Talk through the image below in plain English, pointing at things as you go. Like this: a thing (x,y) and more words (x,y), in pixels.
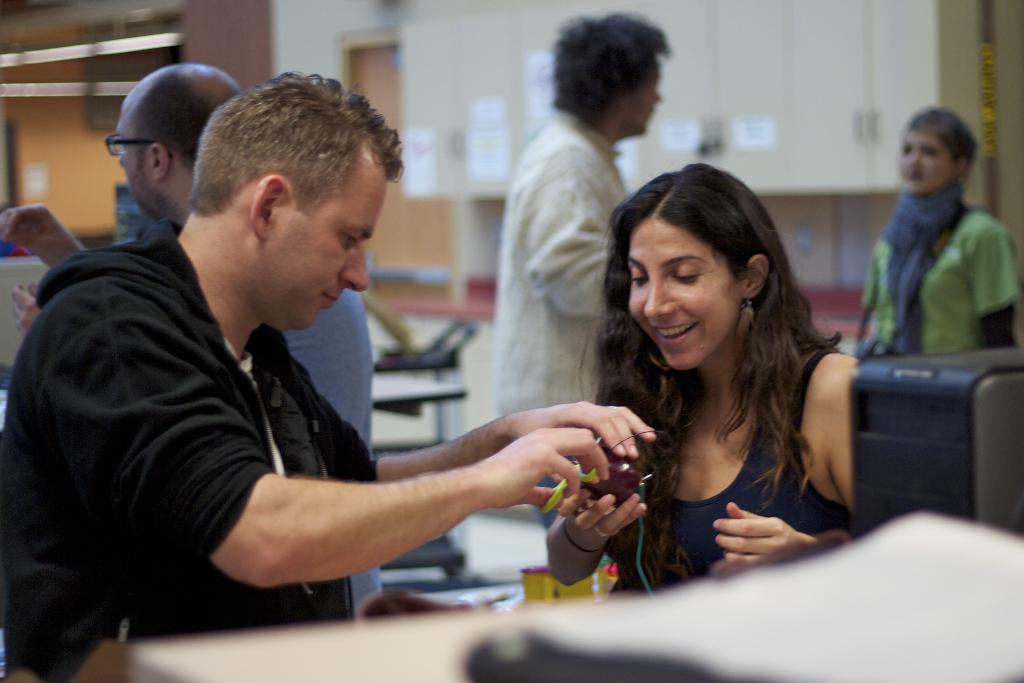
In this image there are two persons (215,440) visible in the foreground (663,374), one person (583,432) holding an object (602,486), backside of them I can see three persons (576,83) in front of cupboard (464,83), there is the wall (280,40) and beam (240,37) visible in the top left (309,40).
